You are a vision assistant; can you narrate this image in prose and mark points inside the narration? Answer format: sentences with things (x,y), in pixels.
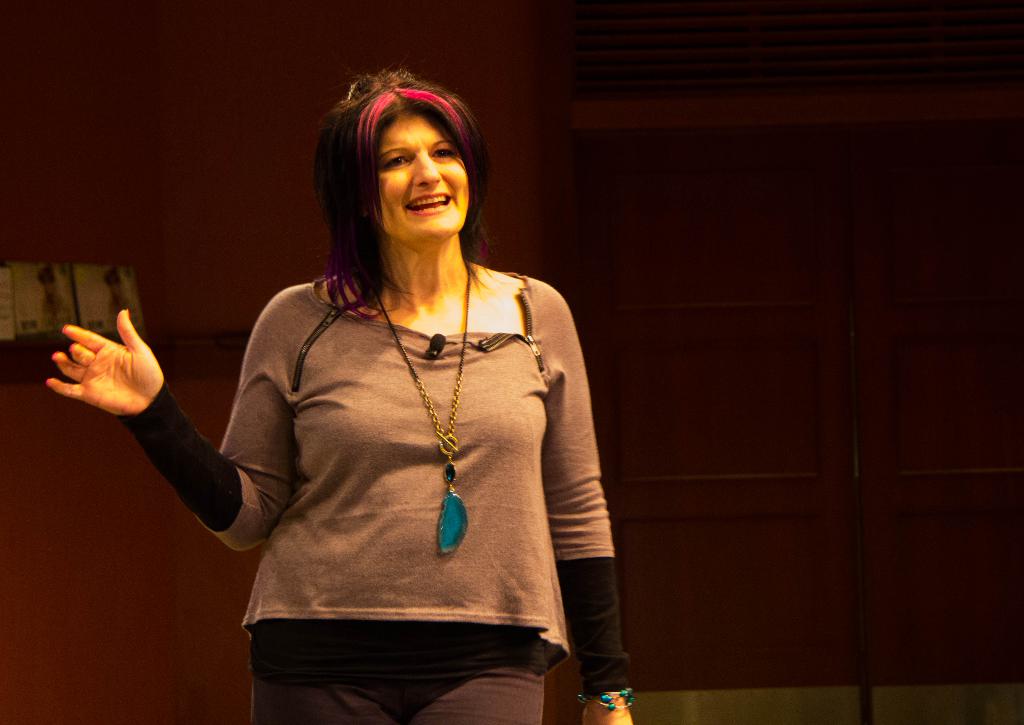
In this image I can see the person (294,643) standing and the person (311,530) is wearing brown and black color dress (330,550) and I can see the brown color background (165,605).
